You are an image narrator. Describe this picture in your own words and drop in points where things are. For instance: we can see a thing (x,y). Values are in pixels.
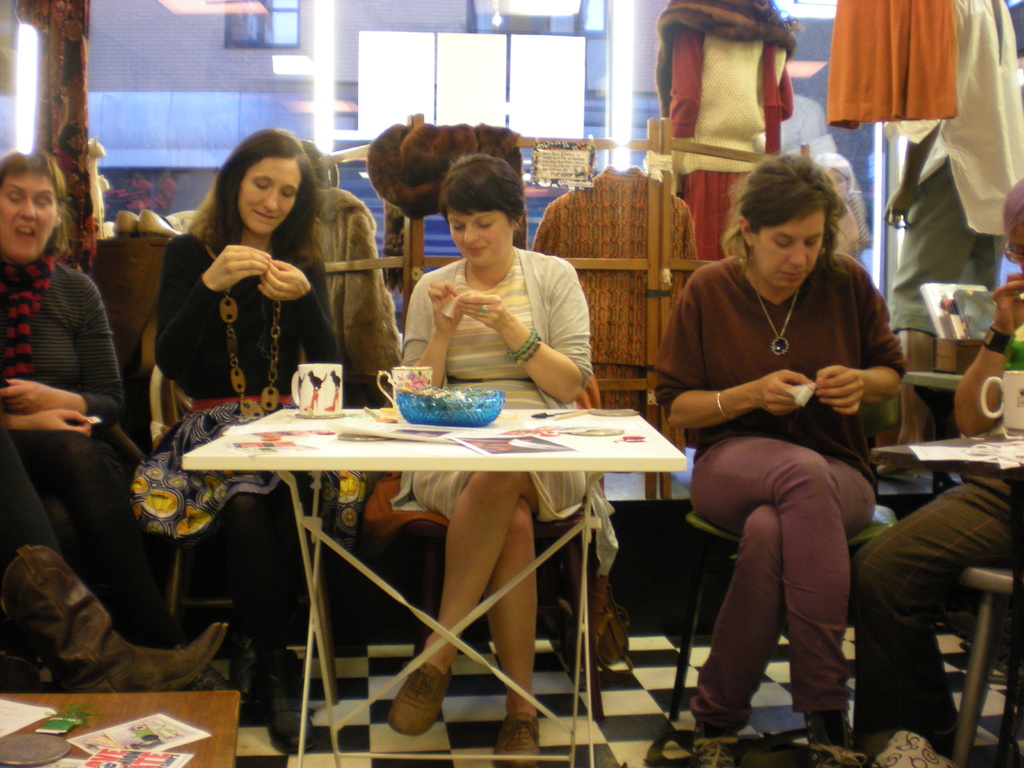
In this image I see 5 women (515,520) and all of them are sitting on chairs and I can also see a table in front of them on which there are 2 cups (409,391) and a bowl (473,406). In the background (604,374) I see the clothes (398,168) and through the glass (415,54) I see a building (398,27).
